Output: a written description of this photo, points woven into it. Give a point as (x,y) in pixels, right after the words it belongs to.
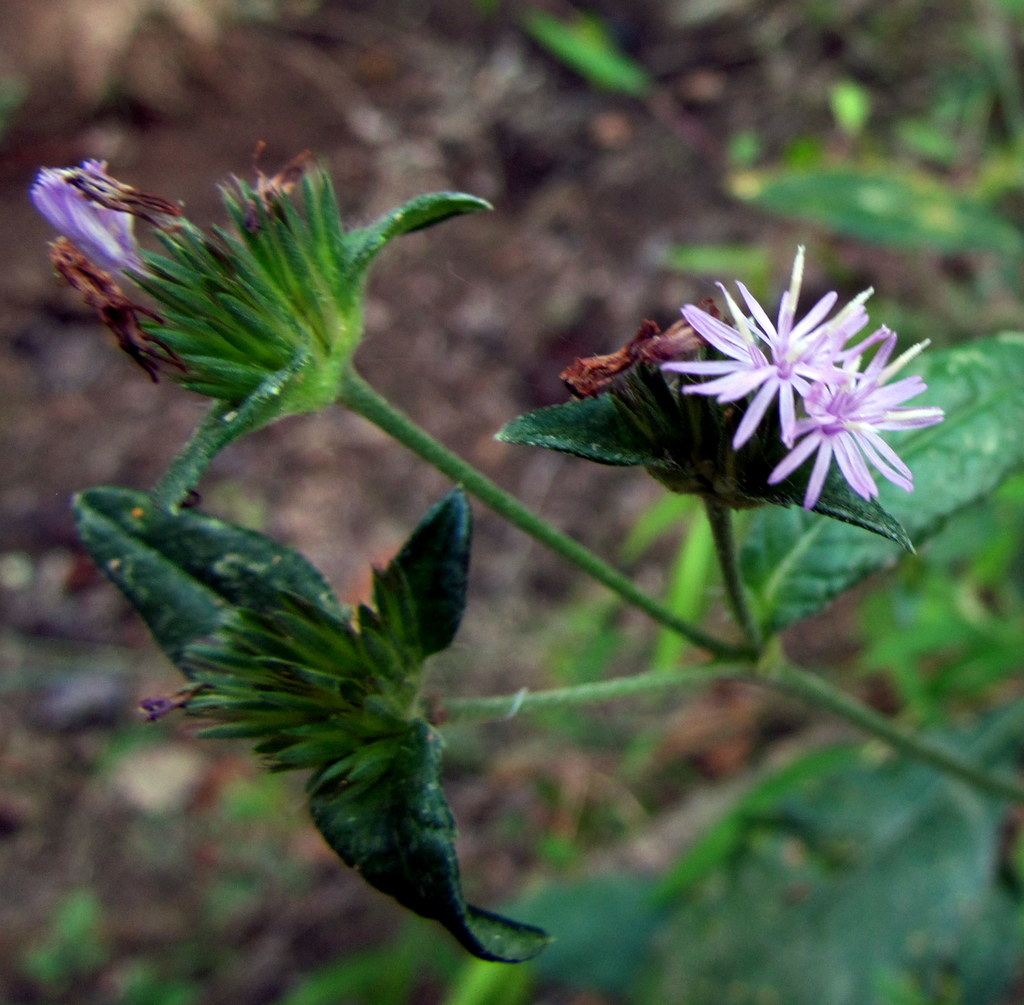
In this image I can see some purple color flowers (787,383) to the plant (491,495). And there is a blurred background (555,500).
